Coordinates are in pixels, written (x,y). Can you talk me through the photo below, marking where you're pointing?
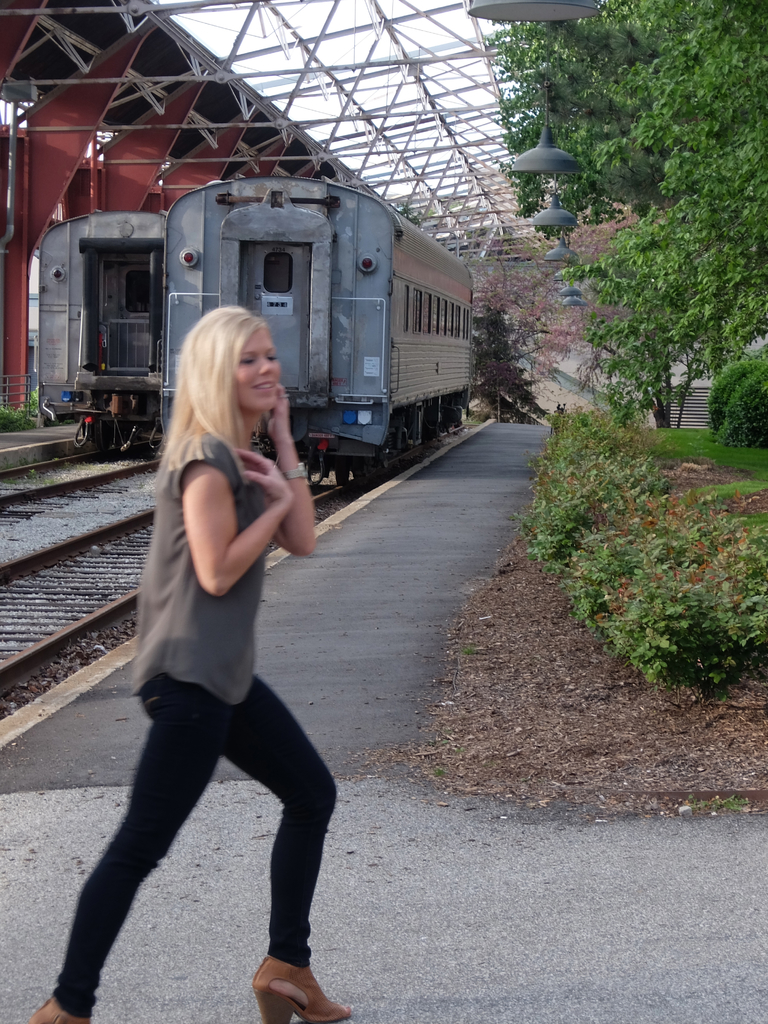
In this picture there is a woman (213,595) standing and there are two trains (175,314) on two tracks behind her and there are few iron rods (288,43) above the train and there are few plants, trees (705,180) and lights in the right corner (558,286).
